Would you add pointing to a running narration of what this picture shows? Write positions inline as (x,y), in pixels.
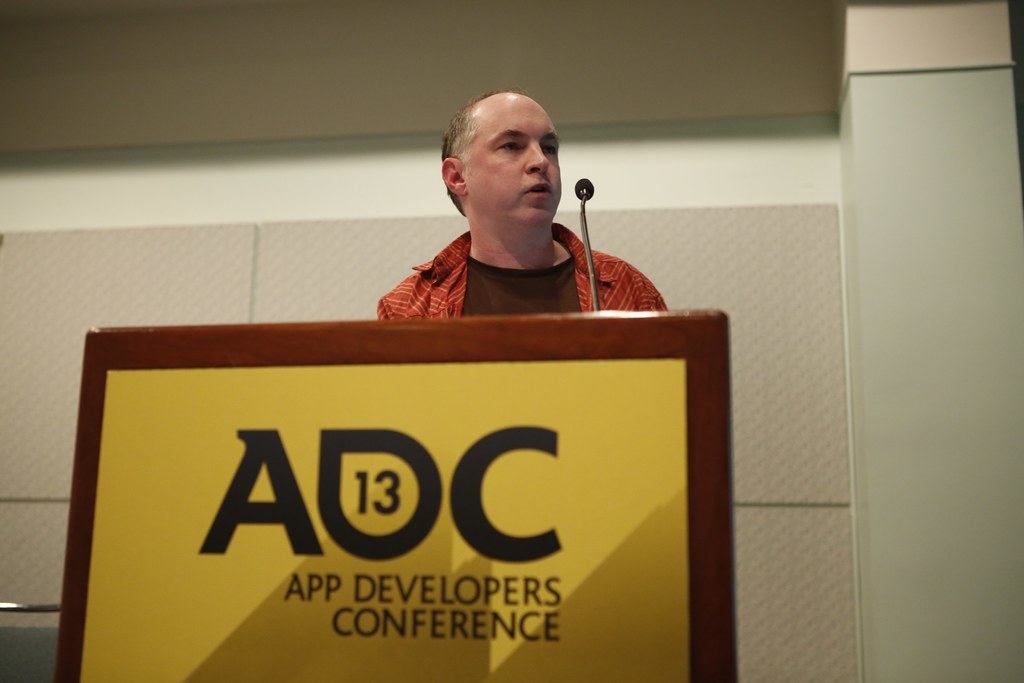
In this image we can see a man (456,204) standing behind the podium (471,390) with a mic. In the background (717,74) there is a wall (345,134).
